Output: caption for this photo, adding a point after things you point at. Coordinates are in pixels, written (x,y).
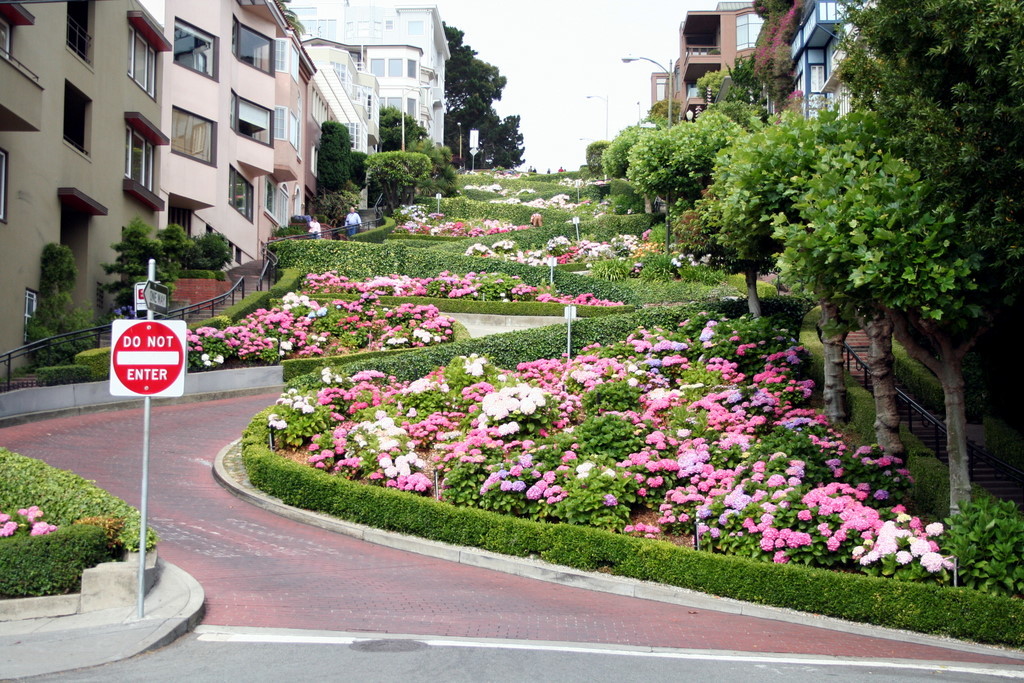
In the picture I can see sign boards (142,366), flower plants (504,380), trees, fence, a road (206,439), buildings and some other objects (190,299). In the background (542,127) I can see the sky (542,127).
